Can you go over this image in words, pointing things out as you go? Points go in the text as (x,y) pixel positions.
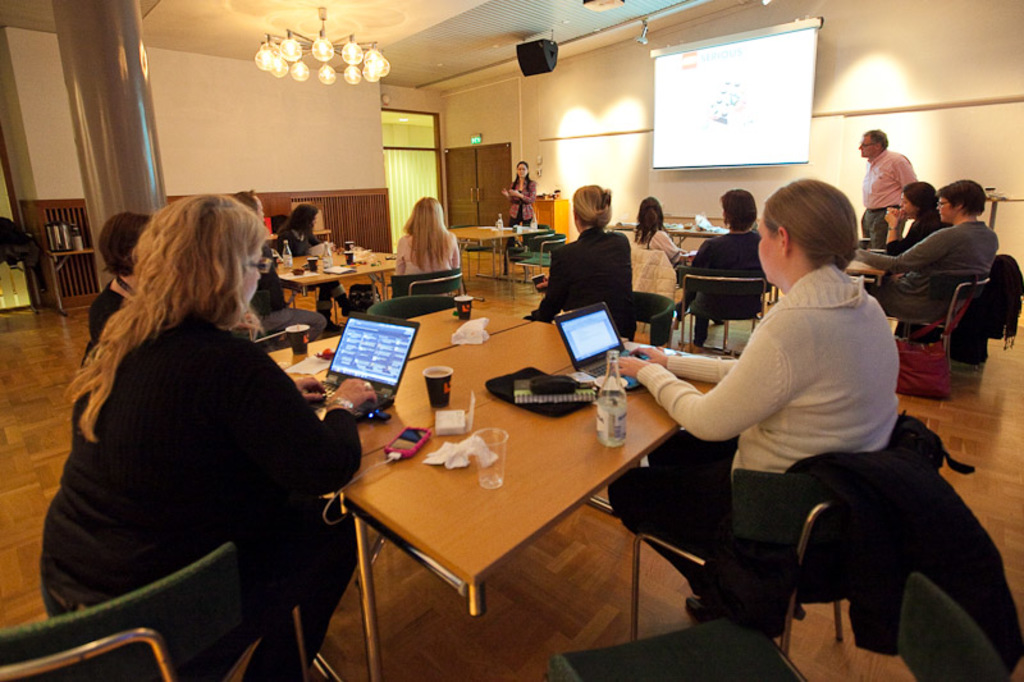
In this picture there are group of people (734,265) those who are sitting around the tables (422,533) and there is a lady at the center of the image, she is addressing the people (599,217), there is a projector screen (667,91) at the right side of the image (712,124), there is a speaker (522,66) above the image at the center of the image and there are glasses (463,310), bottles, laptops (401,323), and tissues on the table (556,365).
